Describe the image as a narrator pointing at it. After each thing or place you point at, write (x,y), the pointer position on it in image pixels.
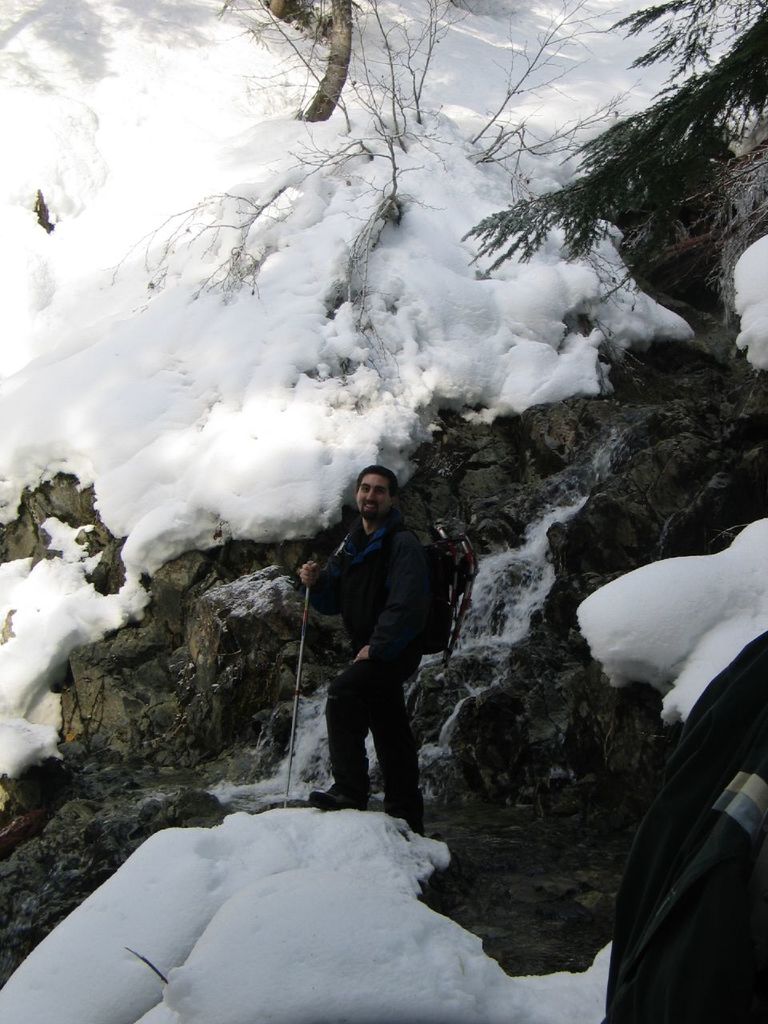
In this image we can see a person (394,721) wearing jacket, backpack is holding stick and standing on the rocks (623,728). Here we can see the snow (513,255) on the rocks (536,418) and the trees (629,169) here.
